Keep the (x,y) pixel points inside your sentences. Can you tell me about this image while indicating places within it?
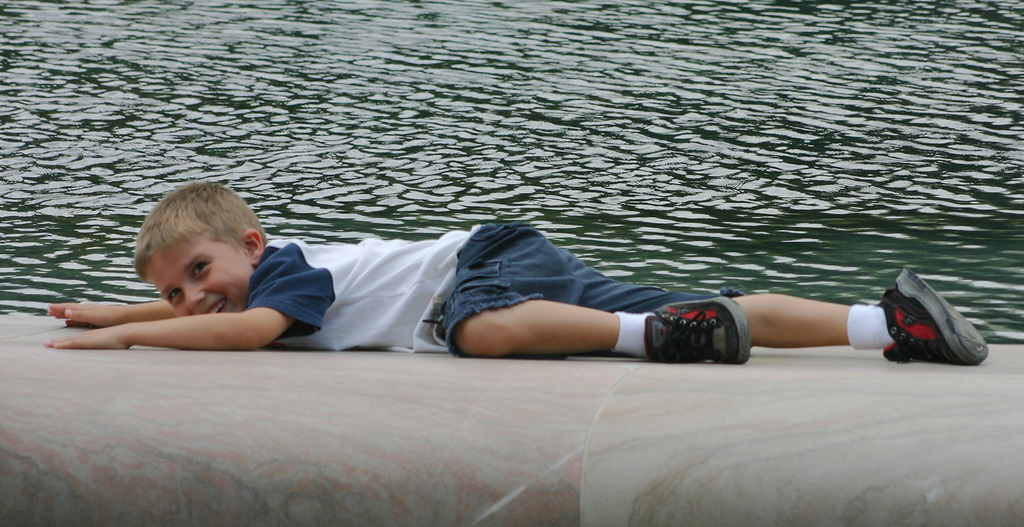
In this image we can see a boy (443,318) lying on the surface (530,406) and we can also see water (389,116).
